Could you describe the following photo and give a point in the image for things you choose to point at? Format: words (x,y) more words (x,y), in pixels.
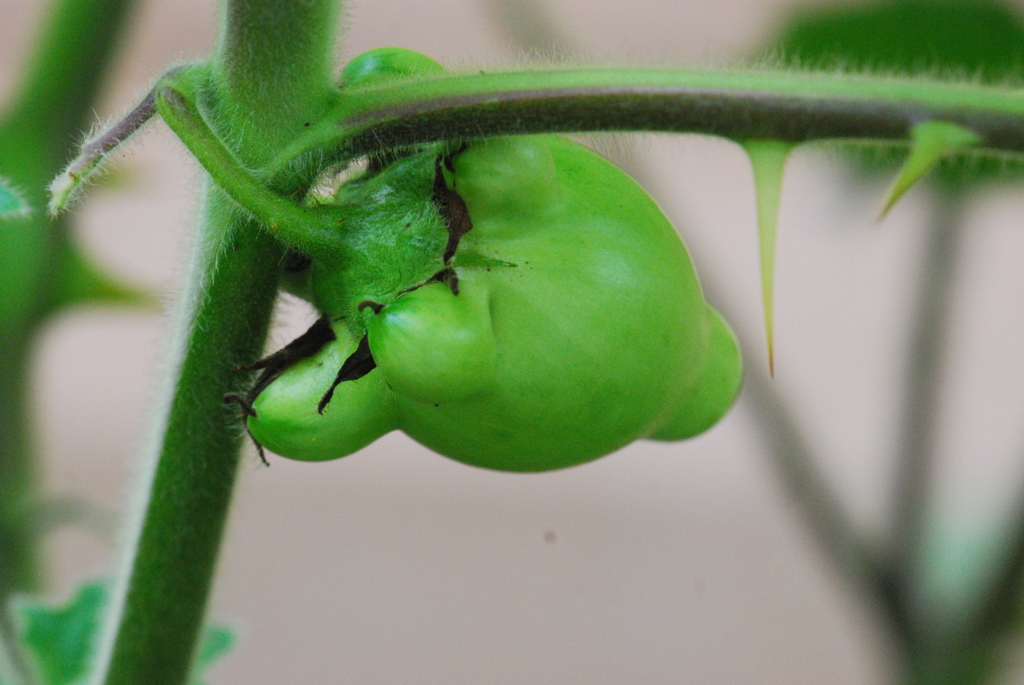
Here we can see a vegetable (493,235) to a plant (361,249). In the background (55,15) the image is blur.
